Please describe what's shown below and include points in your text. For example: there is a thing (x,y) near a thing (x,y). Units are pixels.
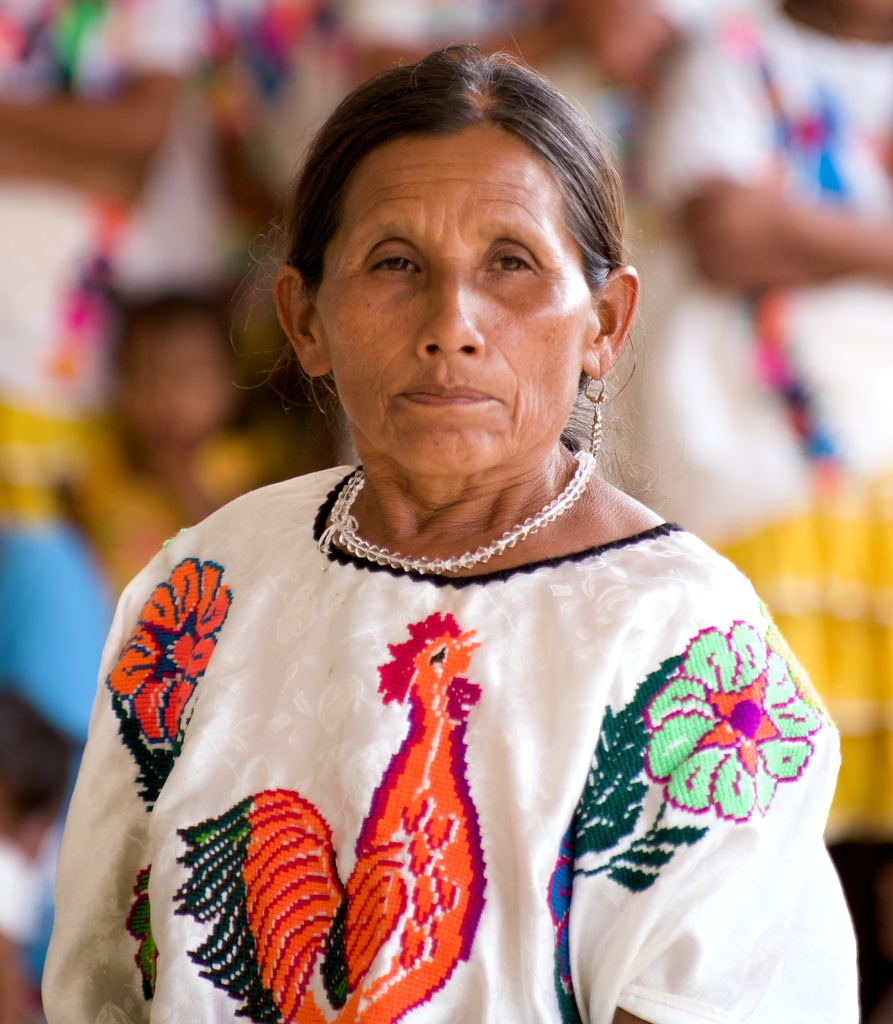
In the picture we can see a woman (362,951) standing and she is wearing a white dress (206,923) with some colored designs (424,968) on it and in the background (840,537) also we can see some people (809,317) are standing and some are sitting.
